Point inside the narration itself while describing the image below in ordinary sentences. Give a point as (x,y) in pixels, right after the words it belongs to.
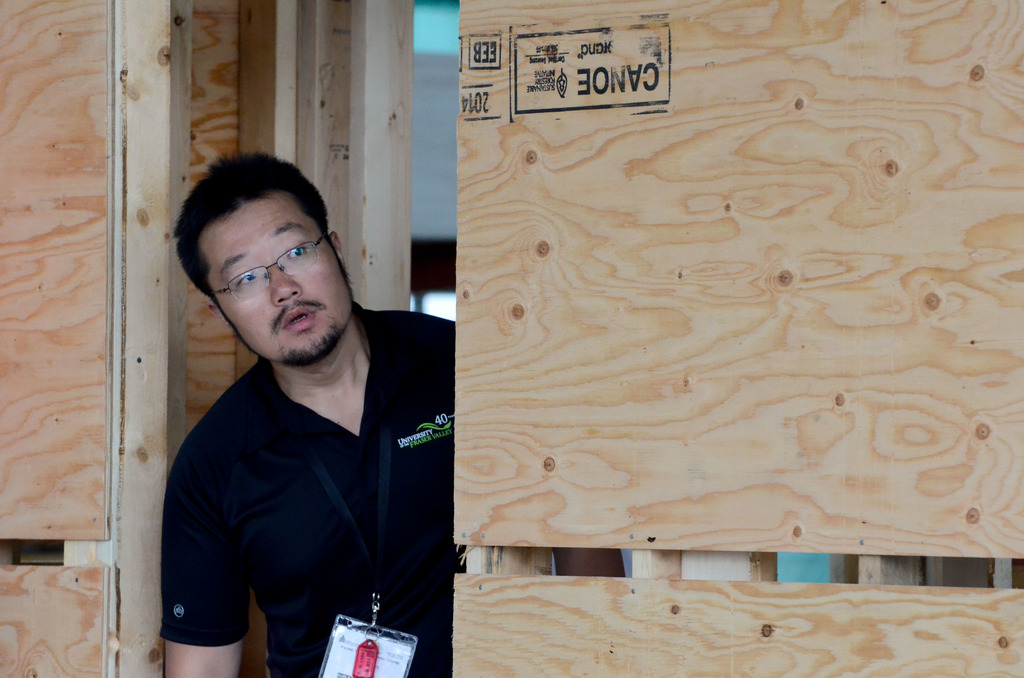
In this image we can see a person (324,496) wearing a black color T-shirt (293,511). To the right side of the image (803,228) there is wooden wall (672,272).
